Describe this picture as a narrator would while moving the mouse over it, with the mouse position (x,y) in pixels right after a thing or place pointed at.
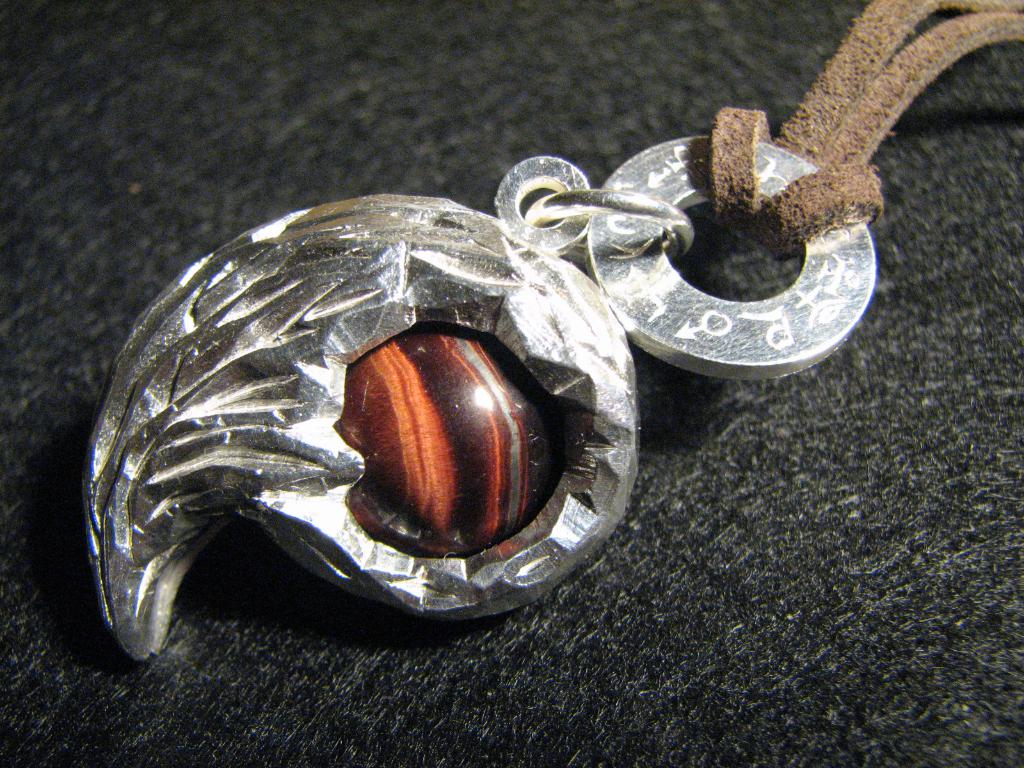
In this picture we can see a metal object (323,565) on the surface (686,628).
